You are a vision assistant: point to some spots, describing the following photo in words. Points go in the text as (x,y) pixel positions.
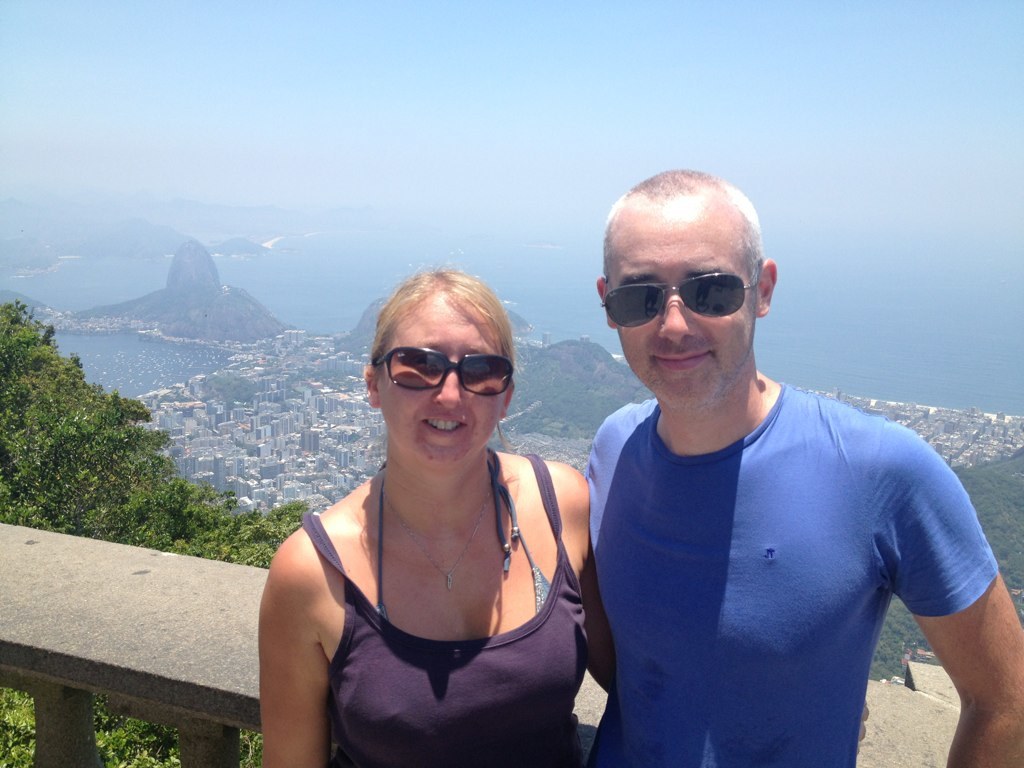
On the right side (814,567) a man (840,543) is standing, he wore blue color t-shirt (781,554), goggles (712,311). Beside him a beautiful woman (493,708) is standing, she wore top (503,705), goggles (469,379). On the left side (97,412) there are trees (100,416) and water (127,374), at the top (343,153) it is the sky (355,105).
